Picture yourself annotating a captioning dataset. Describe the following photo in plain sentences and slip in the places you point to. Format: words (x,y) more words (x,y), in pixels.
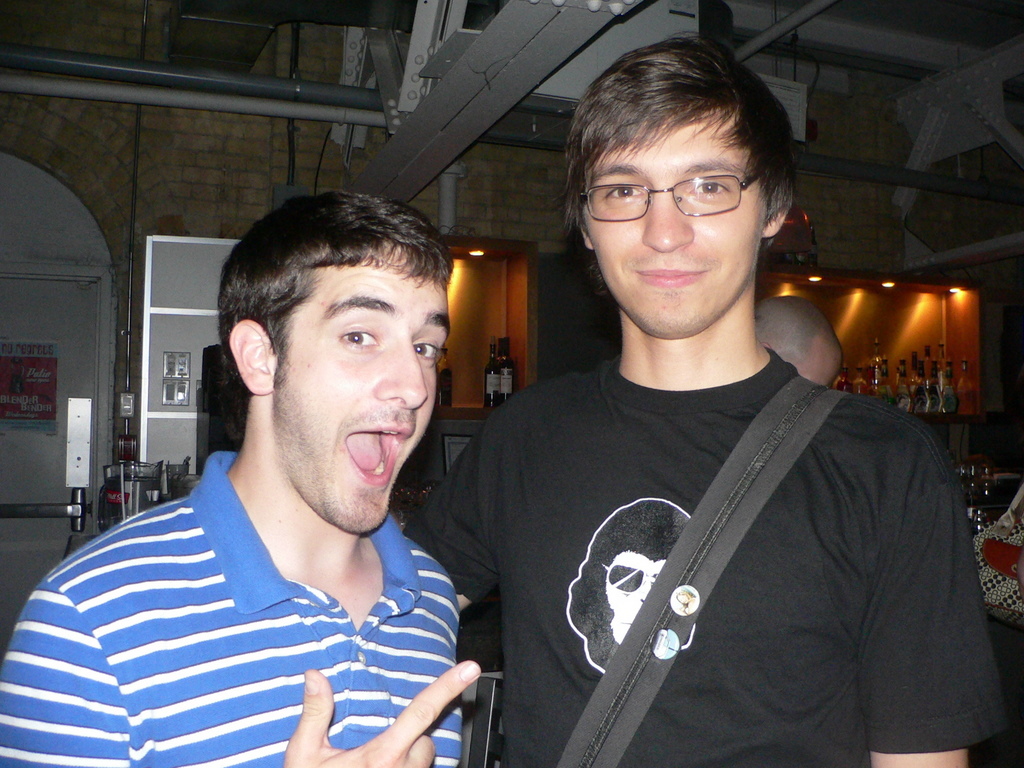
In this image I can see a person (697,504) wearing black colored t shirt (644,516) and another person (252,619) wearing blue and white colored t shirt (185,640) are standing. In the background (205,158) I can see the wall (209,197), few bottles (445,399) in the racks (847,356), few lights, few pipes (267,80) which are grey and white in color and a poster (22,383) attached to the door (43,320).
